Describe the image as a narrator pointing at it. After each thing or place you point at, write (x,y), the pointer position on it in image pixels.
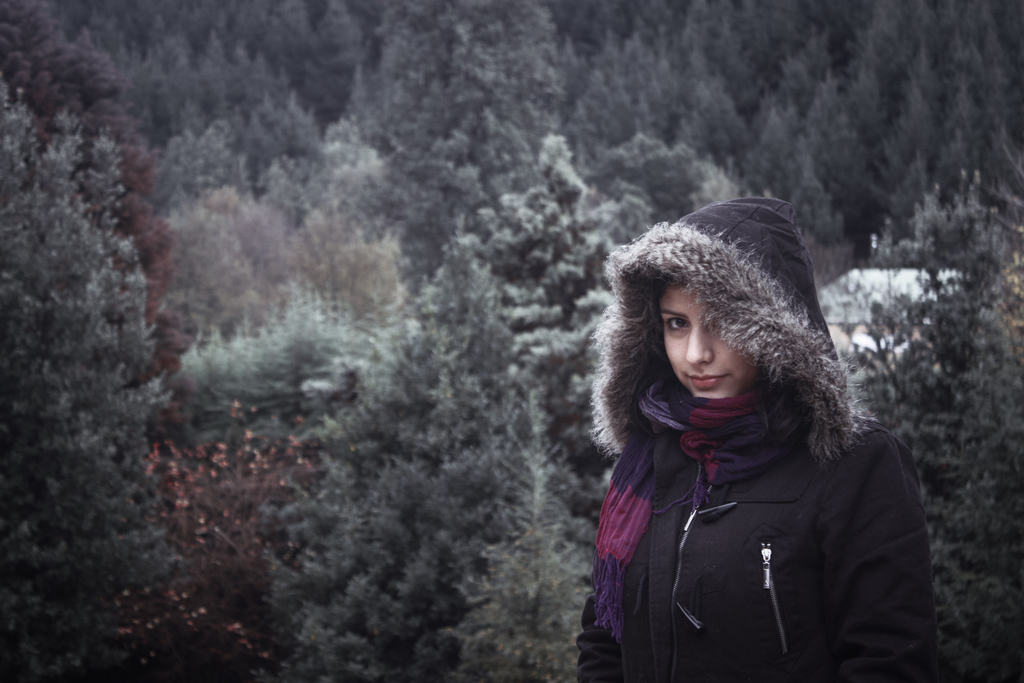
In this image in the foreground (695,458) there is one woman (688,537) who is standing, and in the background (443,309) there are some trees (408,347).
